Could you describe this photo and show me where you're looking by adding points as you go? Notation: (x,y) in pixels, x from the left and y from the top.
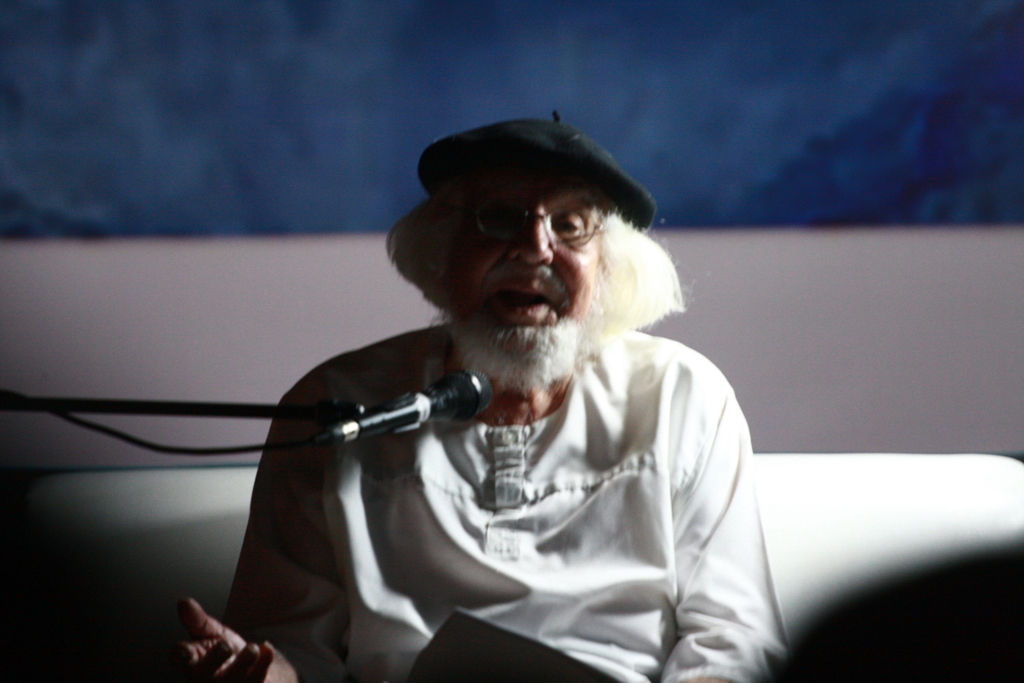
In this image there is an old man (406,515). There is a mike (443,386) with stand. There is a wall (280,182) in white and blue color.
